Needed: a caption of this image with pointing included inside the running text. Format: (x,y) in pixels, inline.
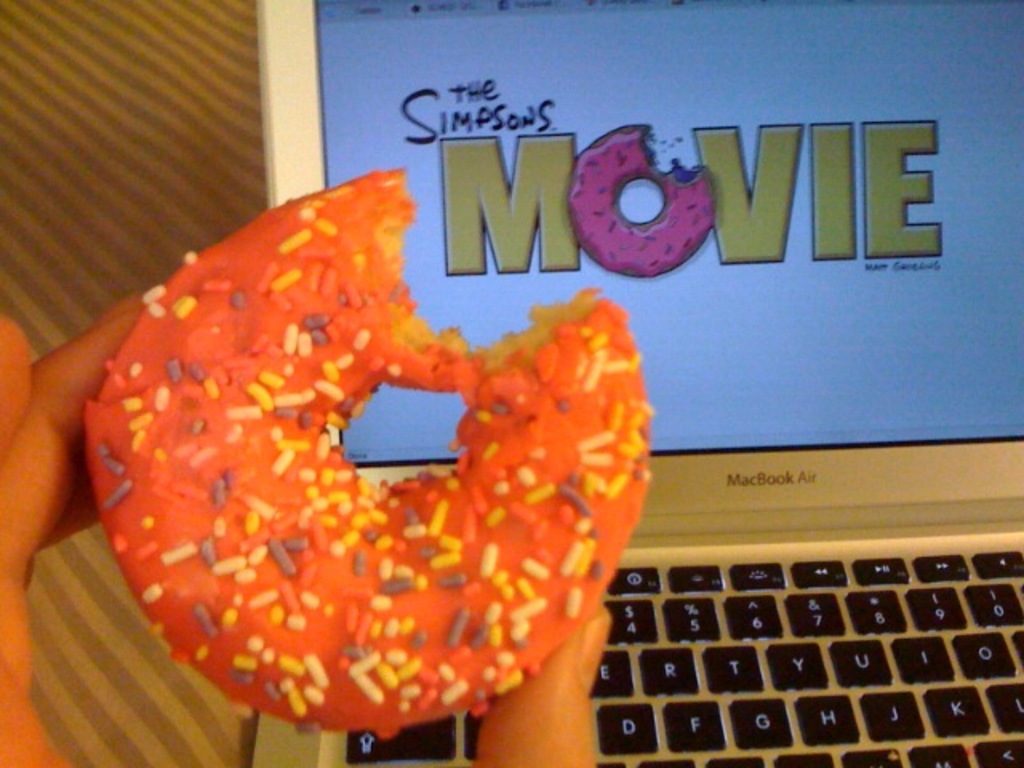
In this image we can see a human hand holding donut (263,390) and a laptop (460,145).
